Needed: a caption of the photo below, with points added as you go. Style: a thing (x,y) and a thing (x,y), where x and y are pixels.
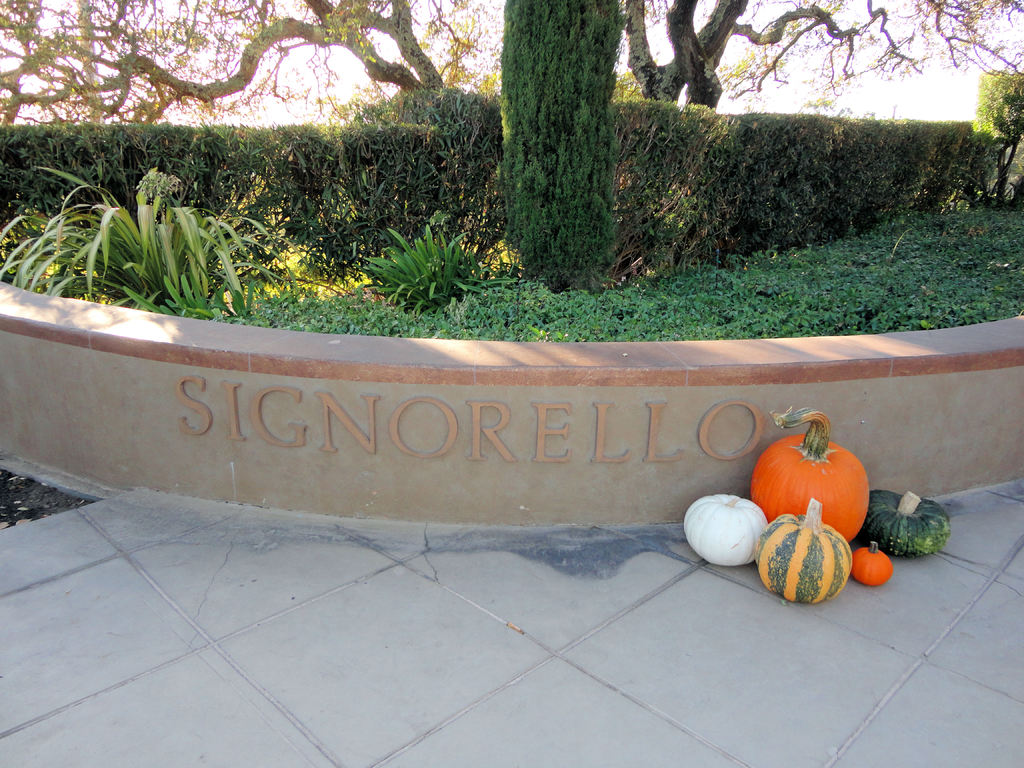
In this image we can see vegetables (869,529) on the floor (530,583), beside that we can see text (200,406) written on the wall (319,401). And we can see plants (664,179), trees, we can see the sky (854,59) in the background (922,101).
